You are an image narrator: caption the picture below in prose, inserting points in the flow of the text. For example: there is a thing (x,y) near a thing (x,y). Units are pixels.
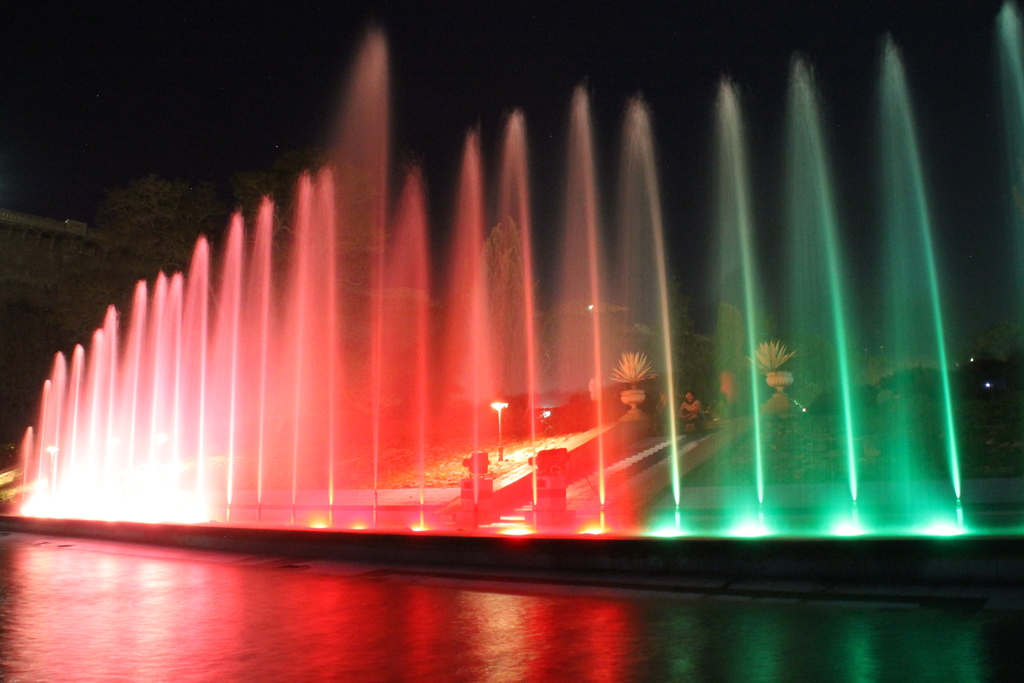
We can see water fountain (578,359) with colorful lights (657,530). On the background (175,224) we can see trees (275,192).
